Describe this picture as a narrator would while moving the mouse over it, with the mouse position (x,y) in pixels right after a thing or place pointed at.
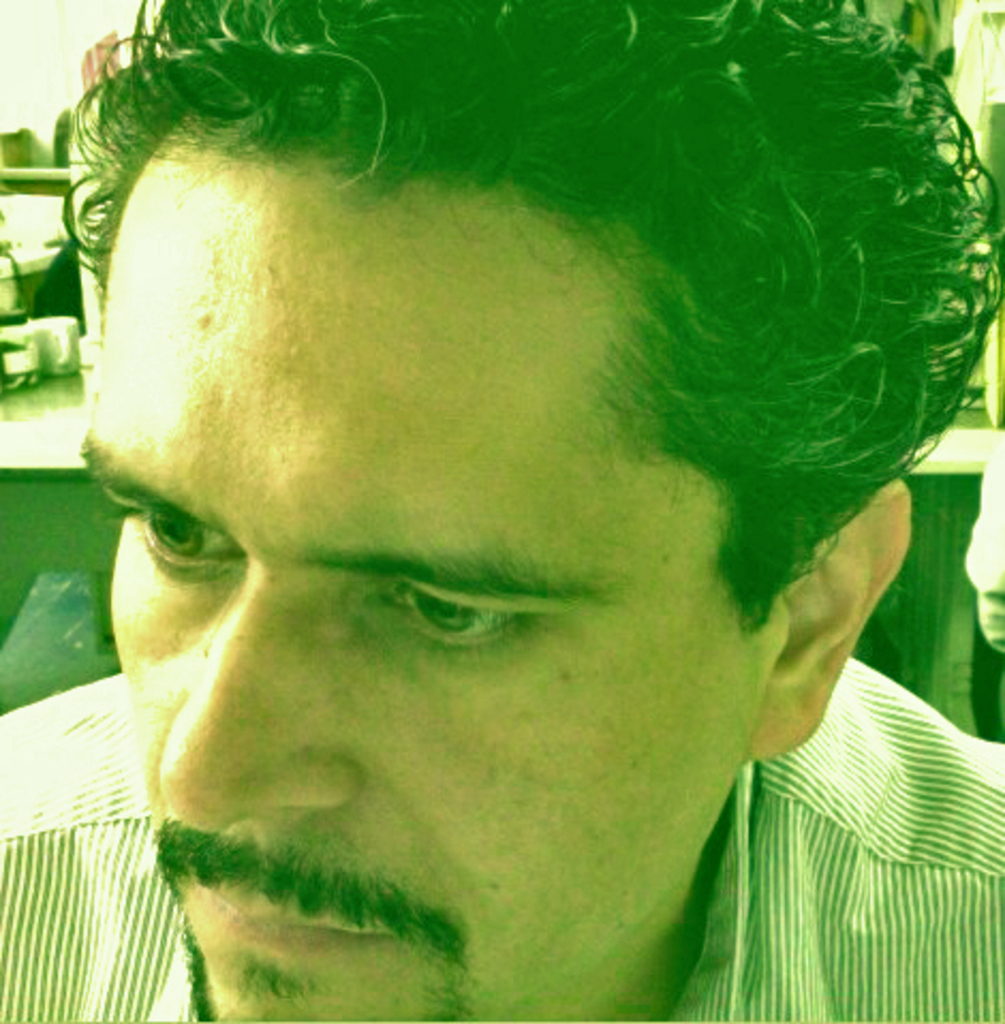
In this picture we can see a man (150,819) and in the background (84,66) we can see some objects (1001,386).
